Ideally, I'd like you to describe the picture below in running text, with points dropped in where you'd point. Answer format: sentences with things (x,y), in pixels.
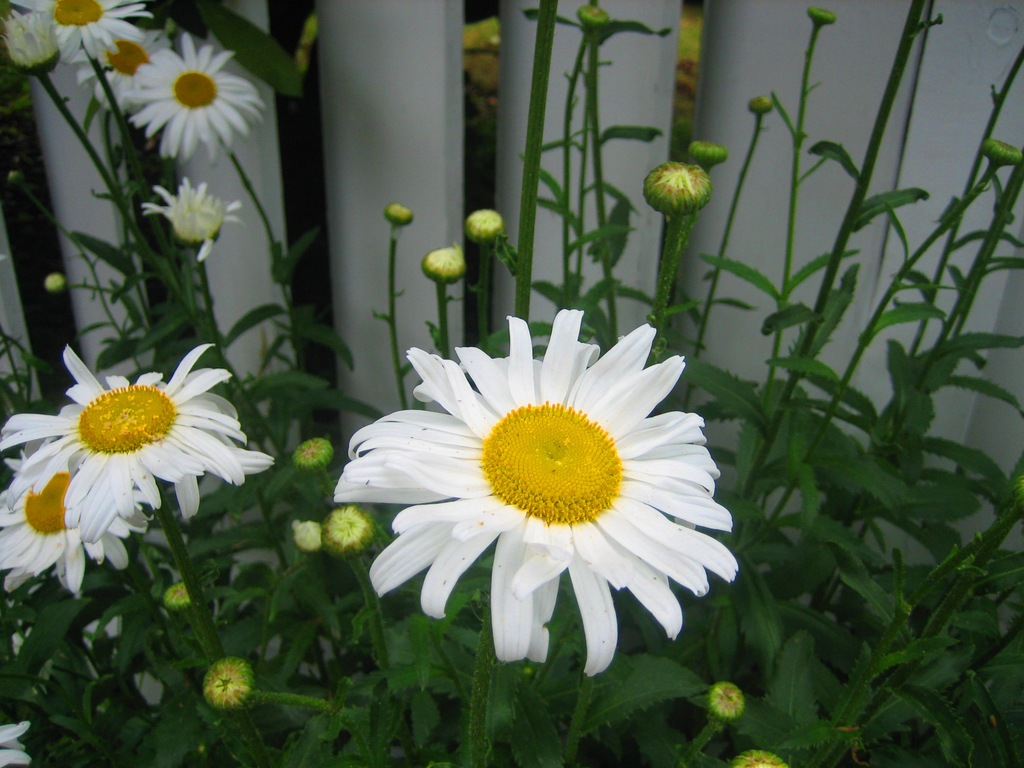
In this image there are plants (244,568). There are flowers (180,442), buds (663,193) and leaves (565,629) to the stems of the plants (237,534). Behind them there is a fencing (613,16).
